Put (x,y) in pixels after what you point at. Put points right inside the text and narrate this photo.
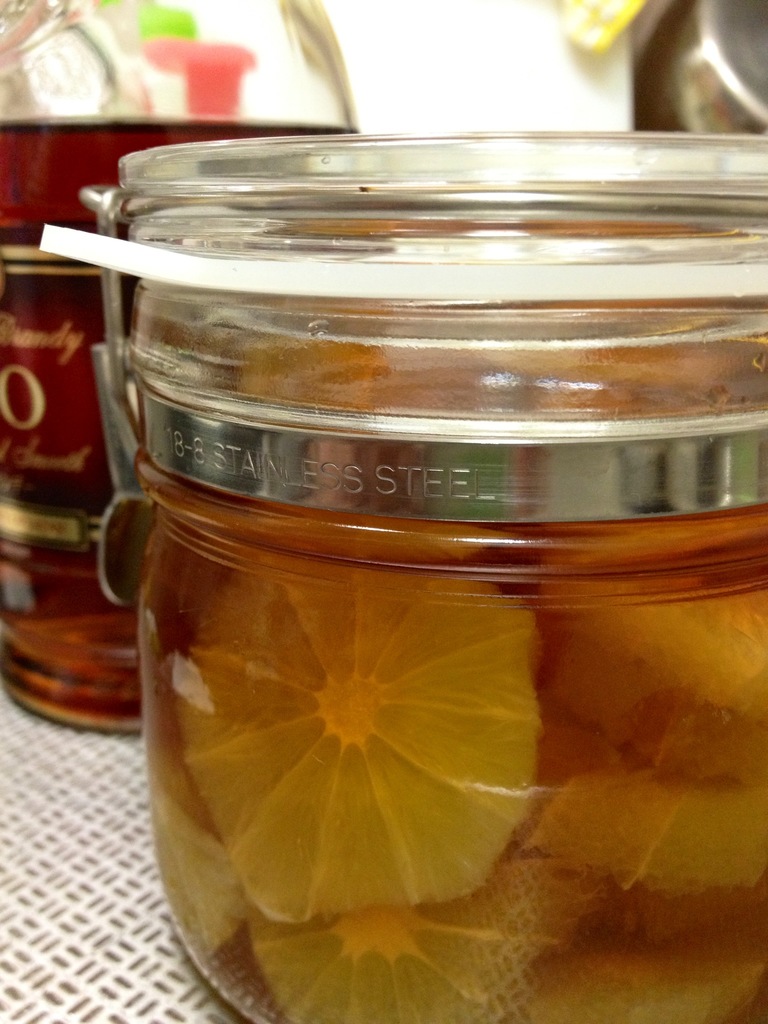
In this picture I can see glass jar (425,577) which has something in it. In the background (105,149) I can see some other objects (105,149) on the surface (85,773).
